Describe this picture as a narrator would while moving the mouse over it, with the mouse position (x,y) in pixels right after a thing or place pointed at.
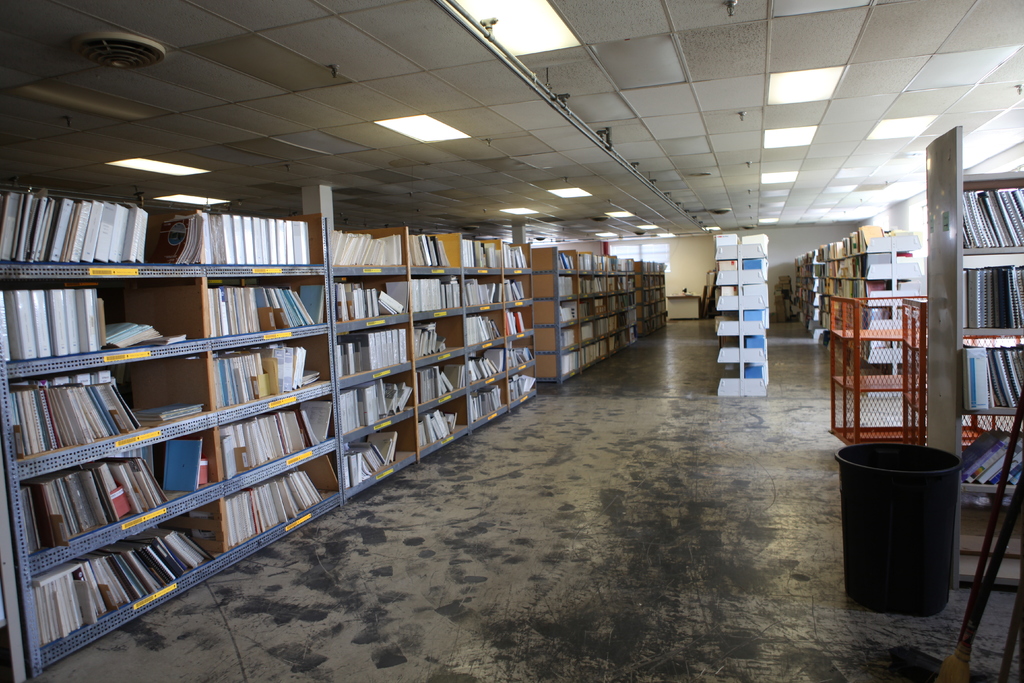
This image is taken in a library (699,232) which contains many racks (423,406), books (488,398), a basket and a table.
